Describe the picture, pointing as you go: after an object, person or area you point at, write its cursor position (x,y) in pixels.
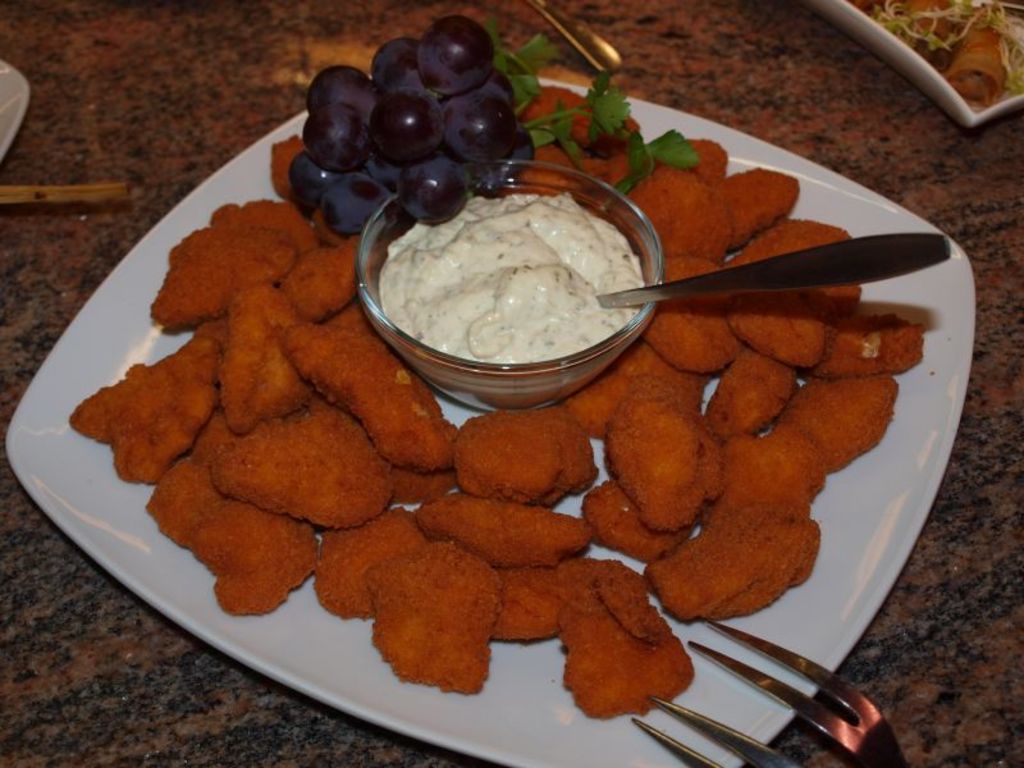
In the middle of the image (459,441) there is a plate (660,611) with a few items (657,544), grapes (399,153), forks (714,727) and a bowl (492,329) with sauce (492,329) and spoon (613,304) on it. At the bottom of the image (181,732) there is a table (23,307) with three plates (17,108) on it.
